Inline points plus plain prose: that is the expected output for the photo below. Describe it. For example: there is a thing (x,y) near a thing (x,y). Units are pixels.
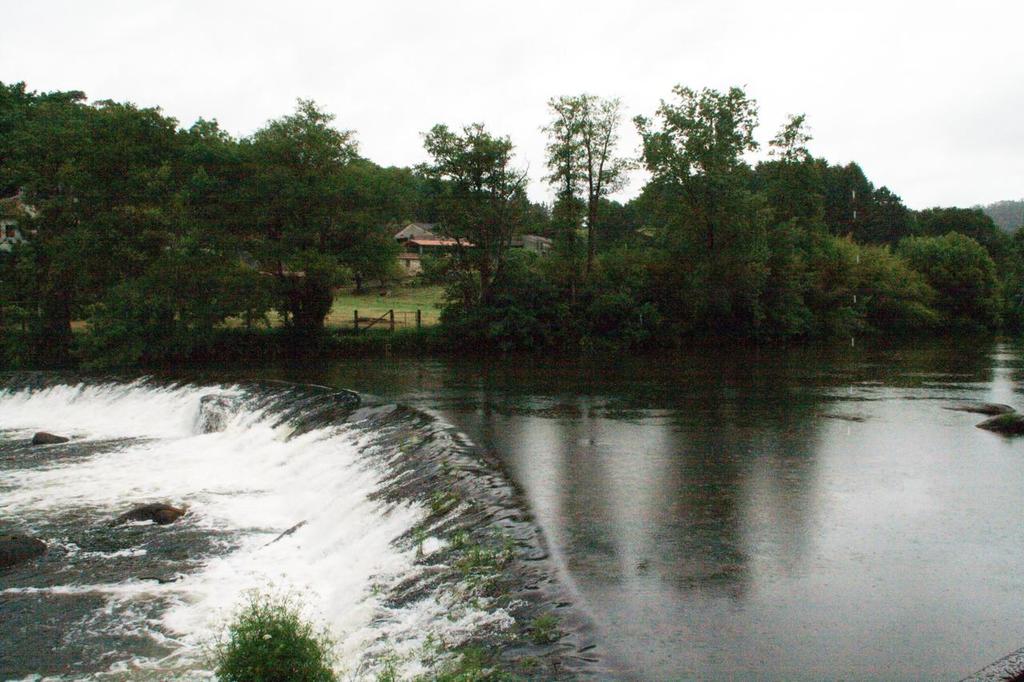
In this image in the center (568,446) there is water (605,477). In the background (332,273) there are trees (797,239) and there's grass (406,304) on the ground (416,290) and there is a house (428,251).
